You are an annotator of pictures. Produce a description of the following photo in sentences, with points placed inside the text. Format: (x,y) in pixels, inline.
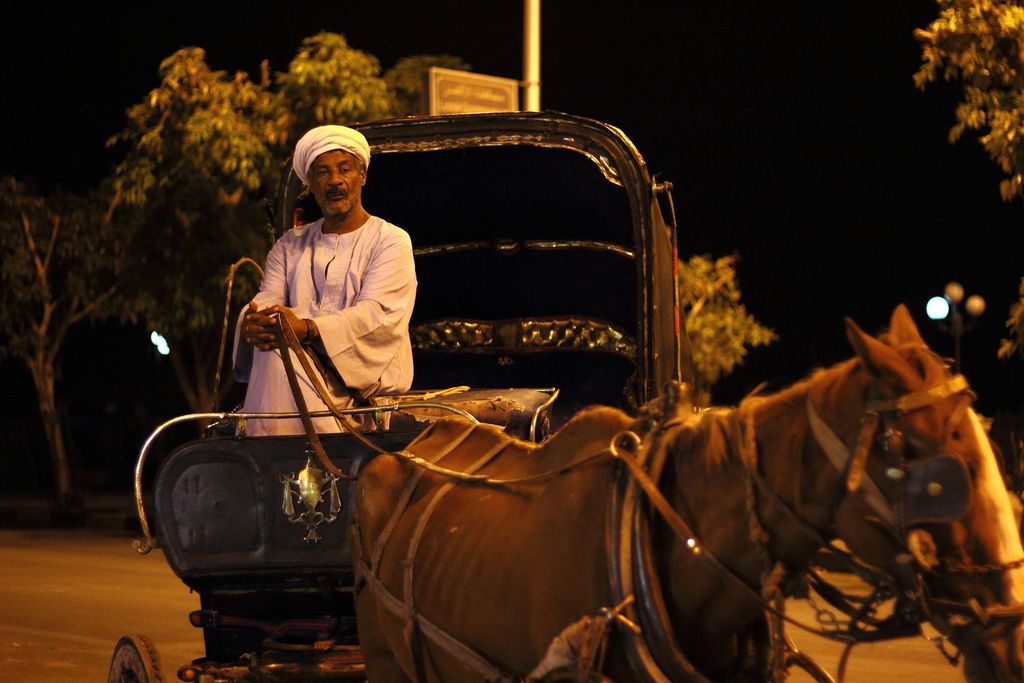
In this image there is a horse (512,518) and a cart (498,411). A man (380,359) is sitting on the cart (467,391). He is wearing a white colored dress (325,283). Behind him there is a tree (177,161) and its the night time.
